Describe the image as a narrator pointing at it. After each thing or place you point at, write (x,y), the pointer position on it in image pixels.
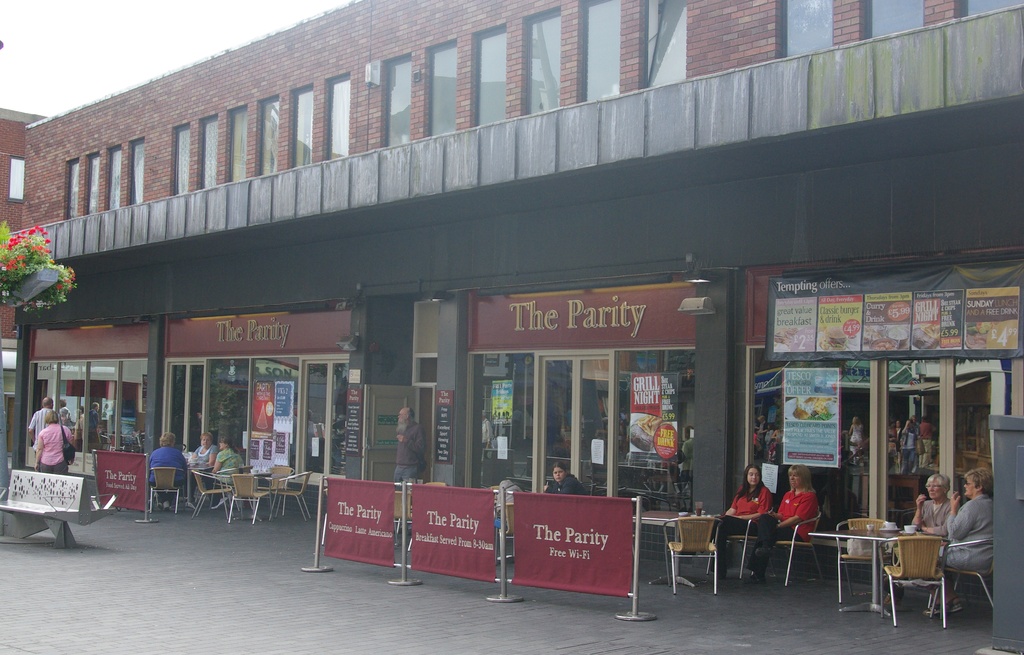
In this picture, we can see building (504,57) with glass doors (774,368), we can see some stores (673,455), we can see the posters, grounds (347,589) and some objects (502,558) on the ground (722,595) like poles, posters (585,508), tables (658,515), chairs (931,559), and we can see plants (55,261) with flowers (23,234), and we can see a few people (49,471) and the sky (93,53).
